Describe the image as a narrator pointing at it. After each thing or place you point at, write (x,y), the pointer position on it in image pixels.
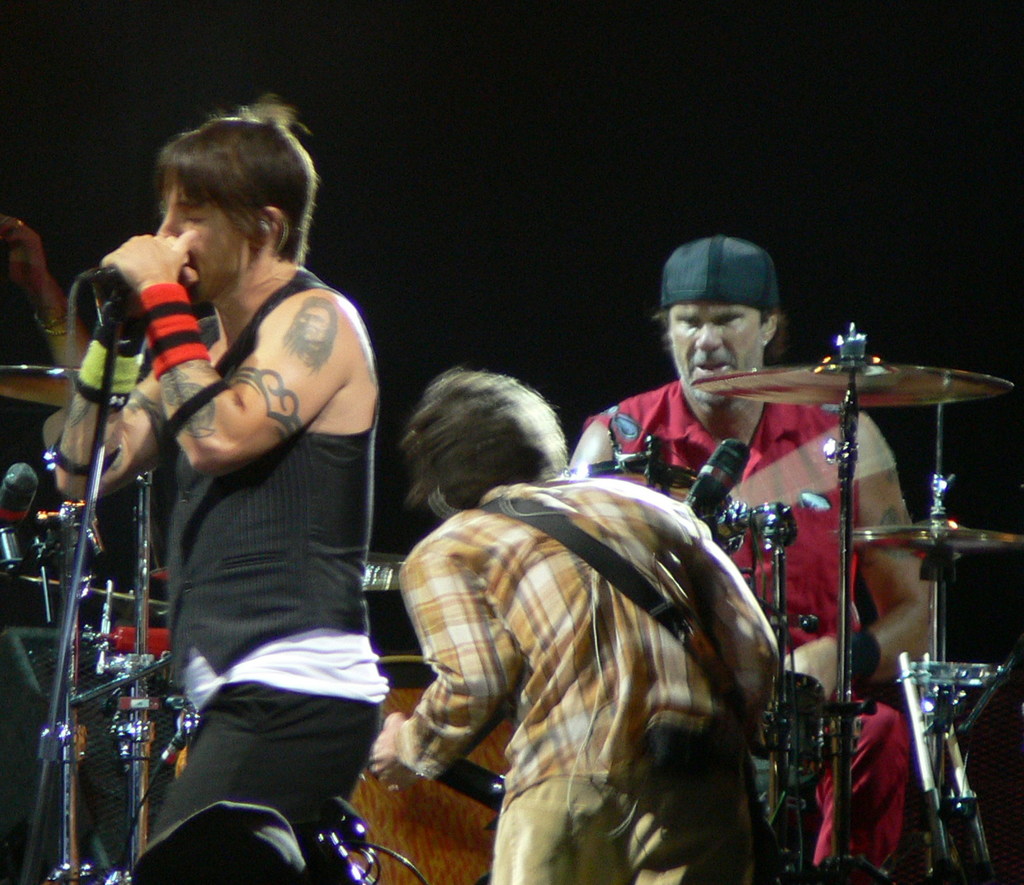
In this image there are three person (478,568). In front (157,267) the person (145,272) is holding a mic (118,274) and the two persons (645,552) are playing a musical instrument (678,476). At the background (808,192) the color is black. There is a mic stand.
